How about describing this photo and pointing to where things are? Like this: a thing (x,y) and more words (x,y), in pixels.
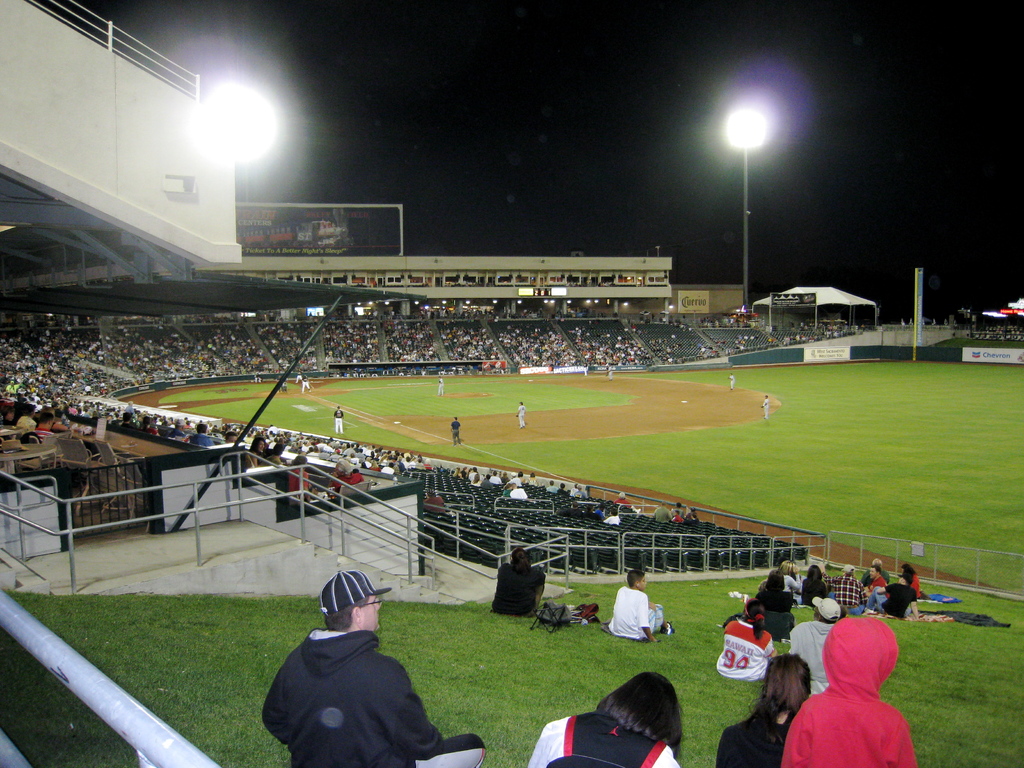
In the foreground of the image (791,766) we can see group of persons (391,733). One person (367,705) is wearing spectacles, black dress (369,665) and a cap (364,592). On the right side of the image (746,642) we can see a group of people (876,594) sitting on ground (657,655), metal barricade (751,544), shed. On the left side (296,487), we can see group of audience (14,389). In the center of the image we can see group (460,427) of wearing dress (336,417) are standing on the ground (744,432). In the background (360,229), we can see a hoarding (376,227) with text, light poles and the sky (697,114).
